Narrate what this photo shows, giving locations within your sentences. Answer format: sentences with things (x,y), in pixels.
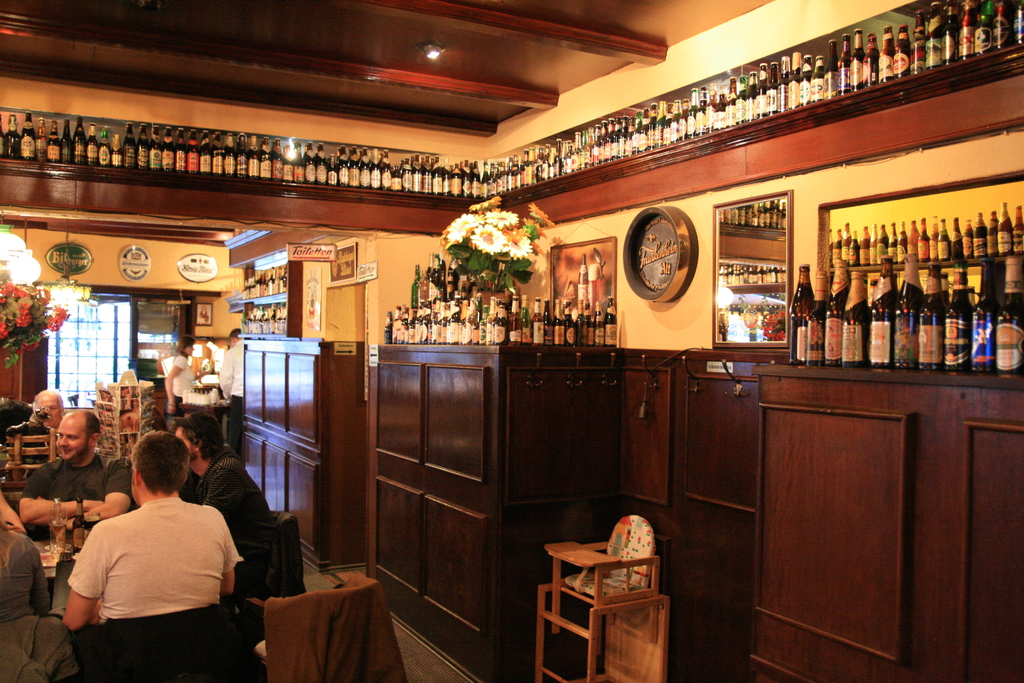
In the picture there are few men (202,506) sat on chairs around the table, there are beer bottles (77,528) on the table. there are many beer bottles (870,323) over the right side (984,303) and over the top side and on the table (497,345). It seems to be a bar (440,337).
